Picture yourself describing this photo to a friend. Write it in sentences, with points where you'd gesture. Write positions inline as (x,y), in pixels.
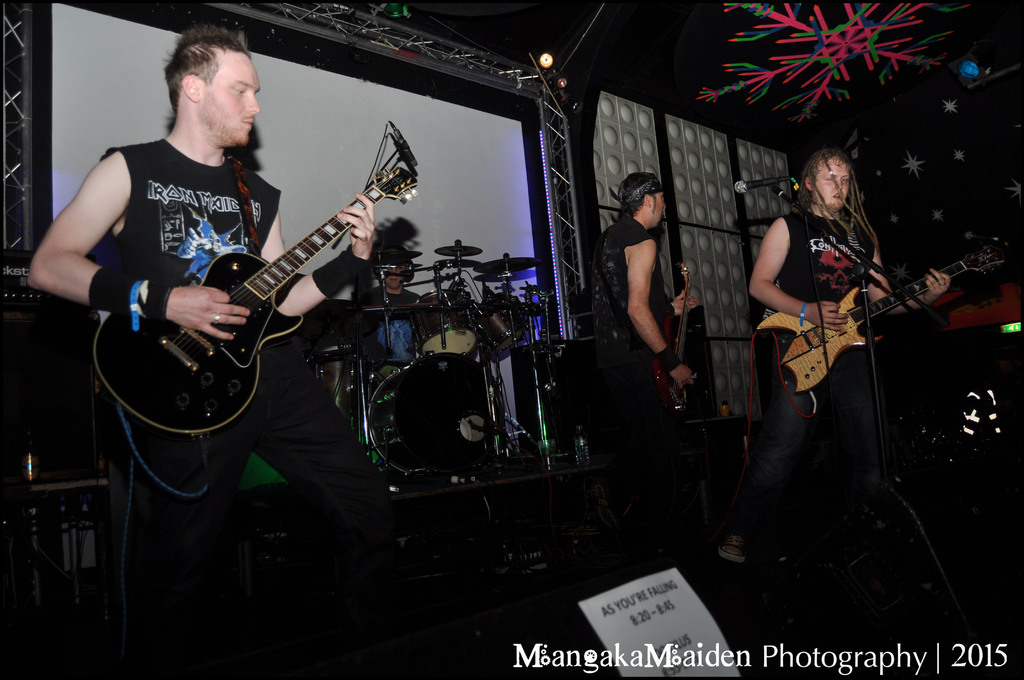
In this image I can see the dark picture in which I can see few persons (598,310) are standing holding musical instruments (280,266) in their hands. I can see a microphone (781,180) and in the background (469,170) I can see a screen (485,203), a person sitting in front of musical instruments (420,300), few lights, few metal rods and few other objects (748,85).
